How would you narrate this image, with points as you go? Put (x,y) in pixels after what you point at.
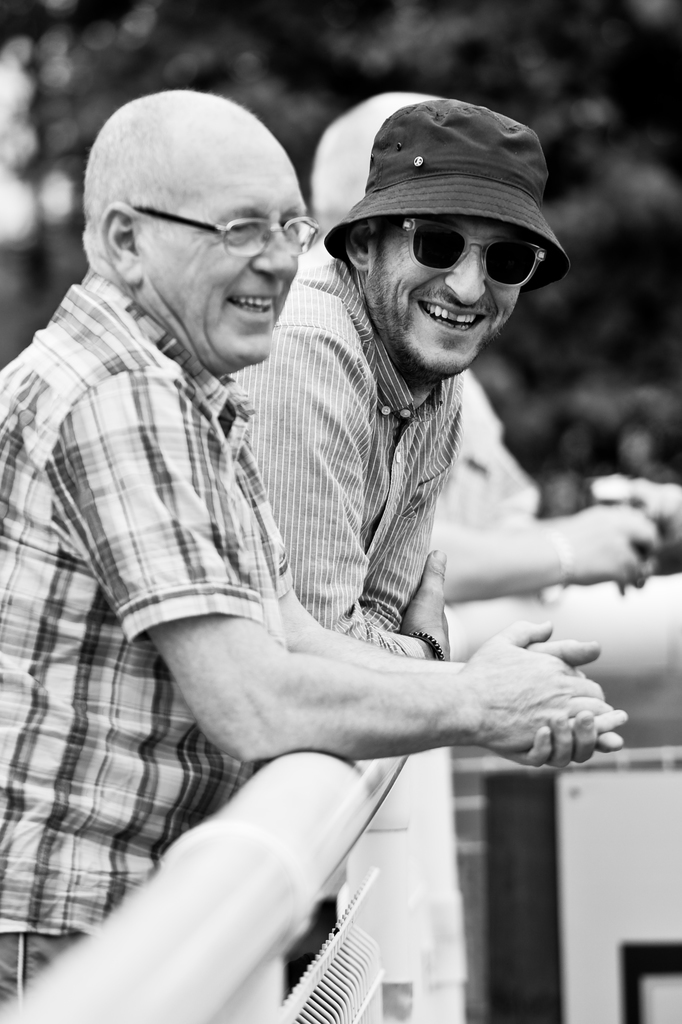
Here in this picture we can see a group of men (255,560) standing over a place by keeping their hands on the railing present in front of them over there and they are smiling and one of them is wearing spectacles (250,240) and another person (421,298) is wearing goggles (521,264) and hat (473,167) on him over there.
